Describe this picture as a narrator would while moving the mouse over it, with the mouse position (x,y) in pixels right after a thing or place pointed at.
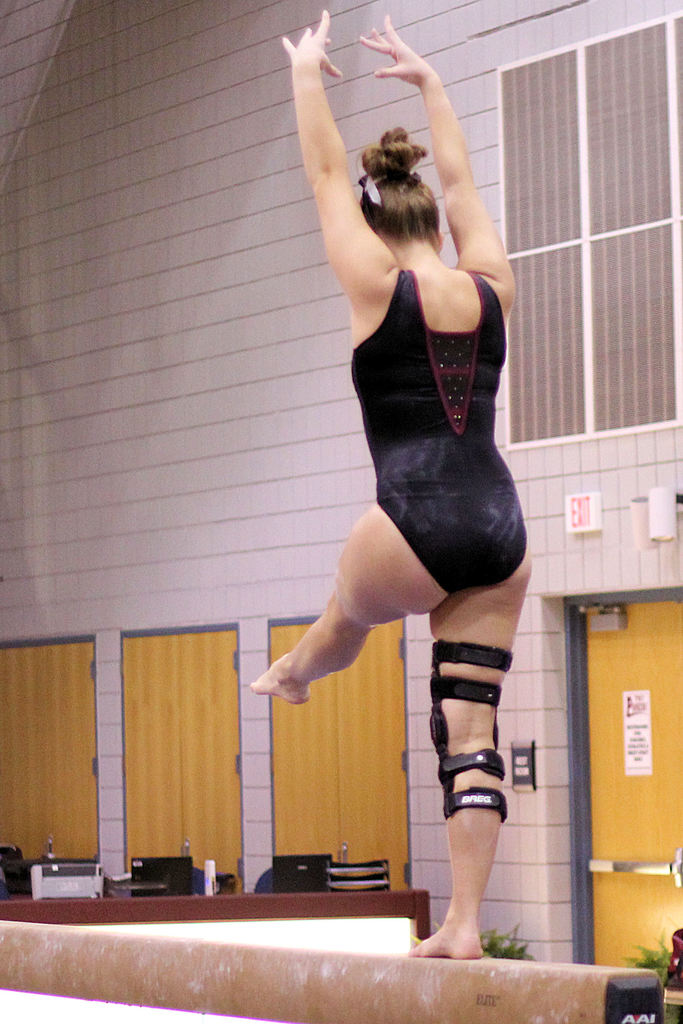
In this picture we can see a woman (425,945) and in the background (414,928) we can see a wall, plants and some objects (409,934).
